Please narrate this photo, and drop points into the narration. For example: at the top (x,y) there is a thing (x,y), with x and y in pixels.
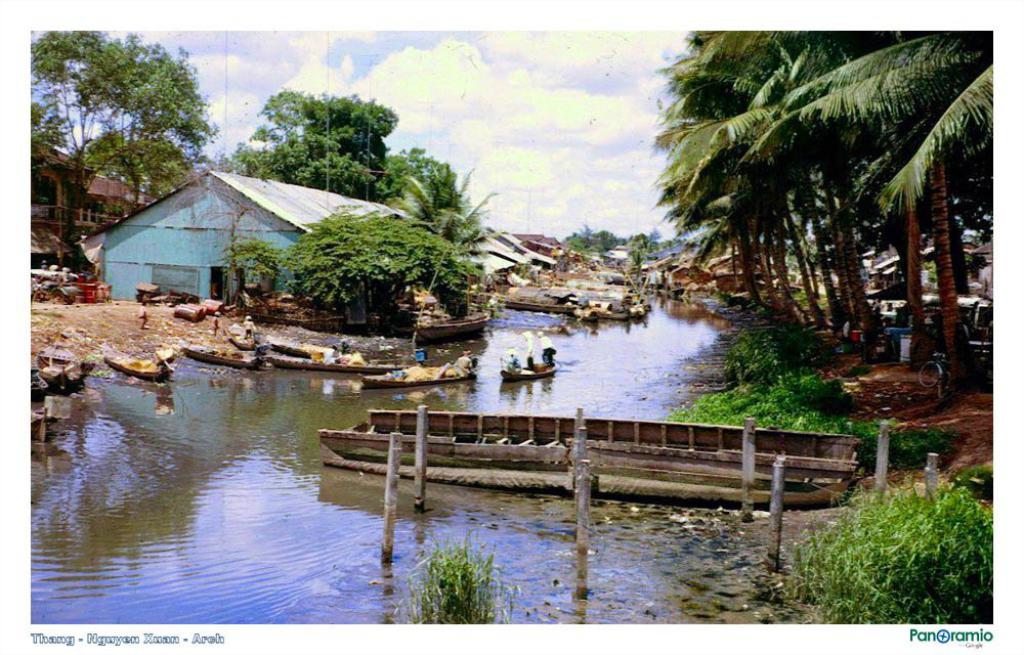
In this image we can see a picture. In the picture there are persons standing in the boats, sheds (208,245), trees (412,245), boats (521,448), poles (394,442), canal (614,365), huts (677,258) and sky (462,128) with clouds (491,140).
